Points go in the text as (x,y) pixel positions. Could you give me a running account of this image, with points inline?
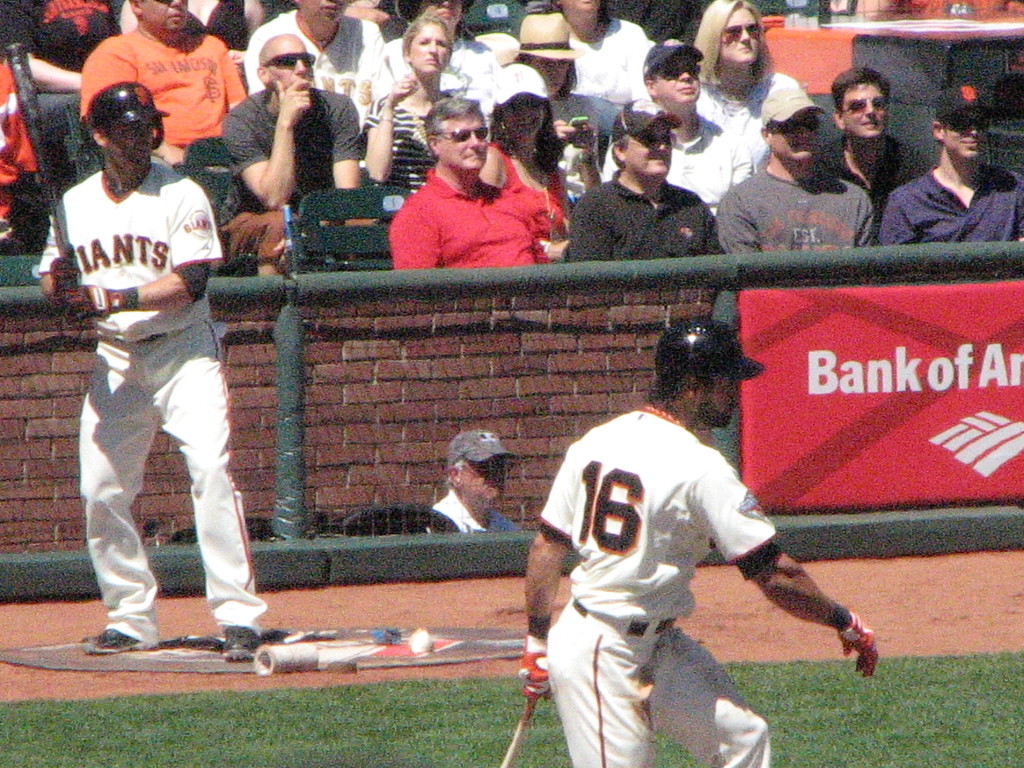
In this picture I can see two baseball players (148,207). I can see green grass (407,695). I can see spectators (432,140) in the background (482,117). I can see hoarding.
